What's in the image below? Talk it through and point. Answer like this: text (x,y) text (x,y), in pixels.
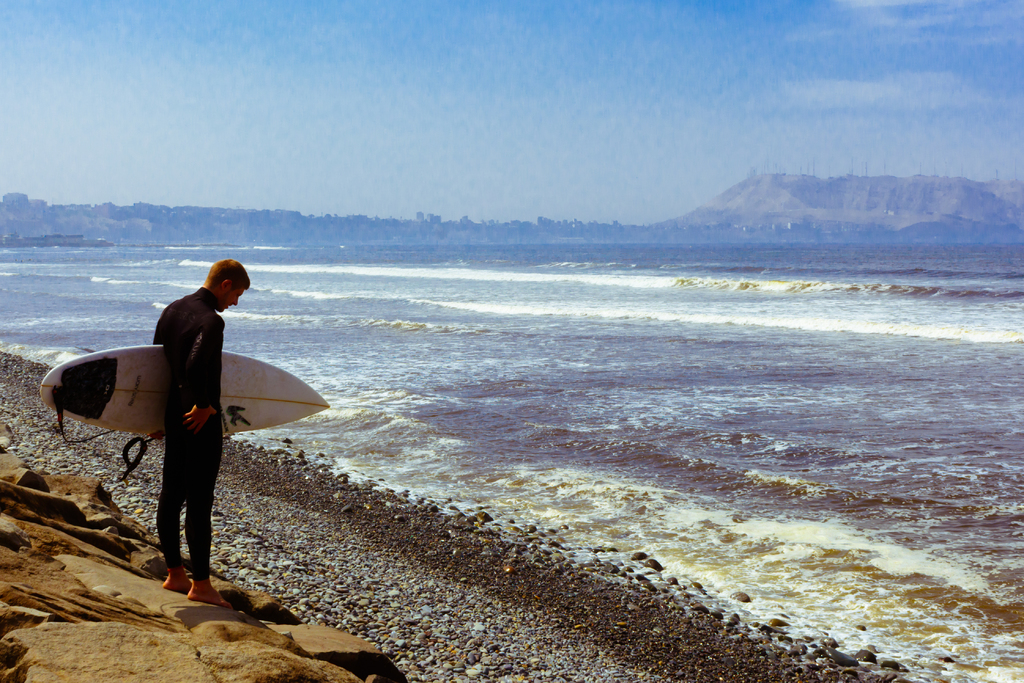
A man (179,506) is holding board (305,408), this is water (516,272) and a sky (459,141).
